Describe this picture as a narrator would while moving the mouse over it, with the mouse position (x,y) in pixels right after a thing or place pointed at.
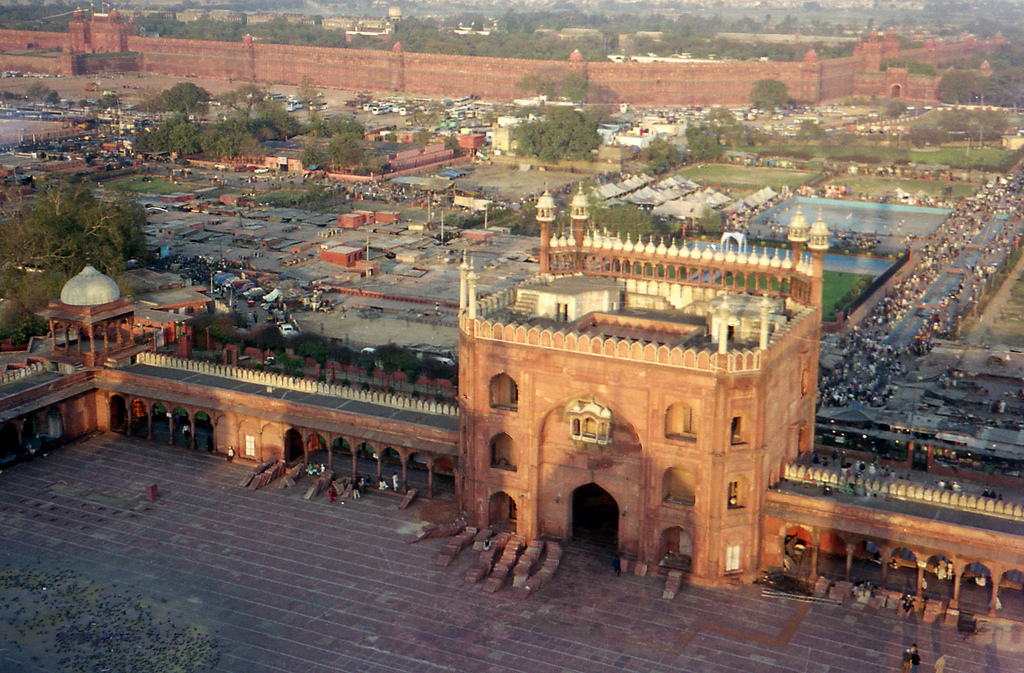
In this picture I can observe a monument (333,441). There are some people (358,481) sitting and walking on the land (263,536). I can observe some trees (564,145). In the background (666,85) there is a wall (298,73) which is in brown color.
